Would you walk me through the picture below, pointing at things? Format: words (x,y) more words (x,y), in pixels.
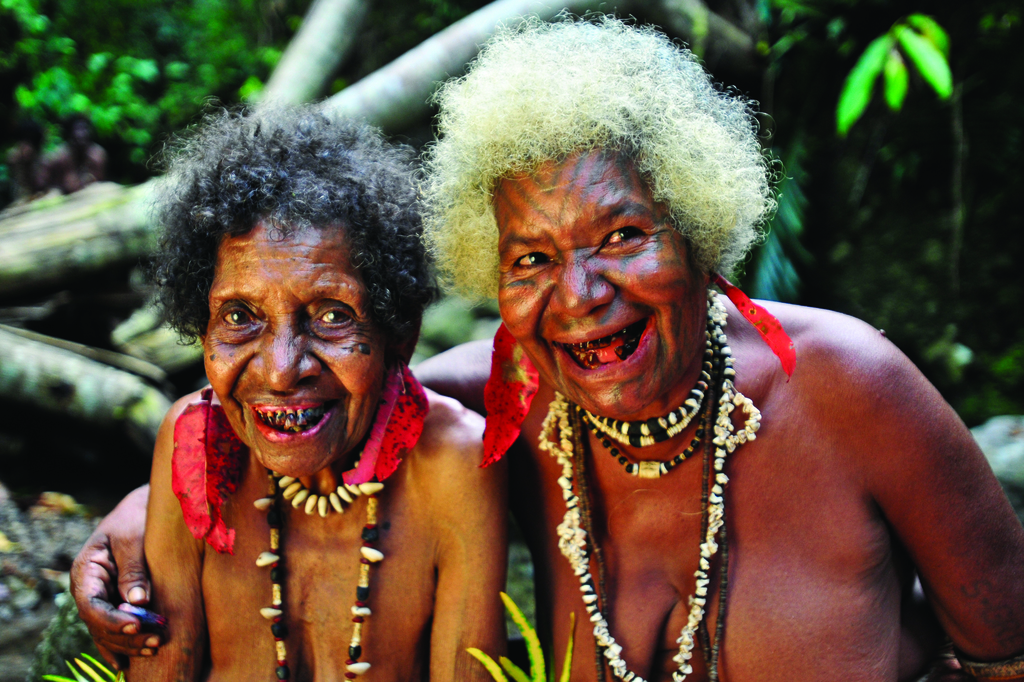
In this image I can see two persons (619,466). In the background (113,80) I can see few trees (174,94) in green color.
